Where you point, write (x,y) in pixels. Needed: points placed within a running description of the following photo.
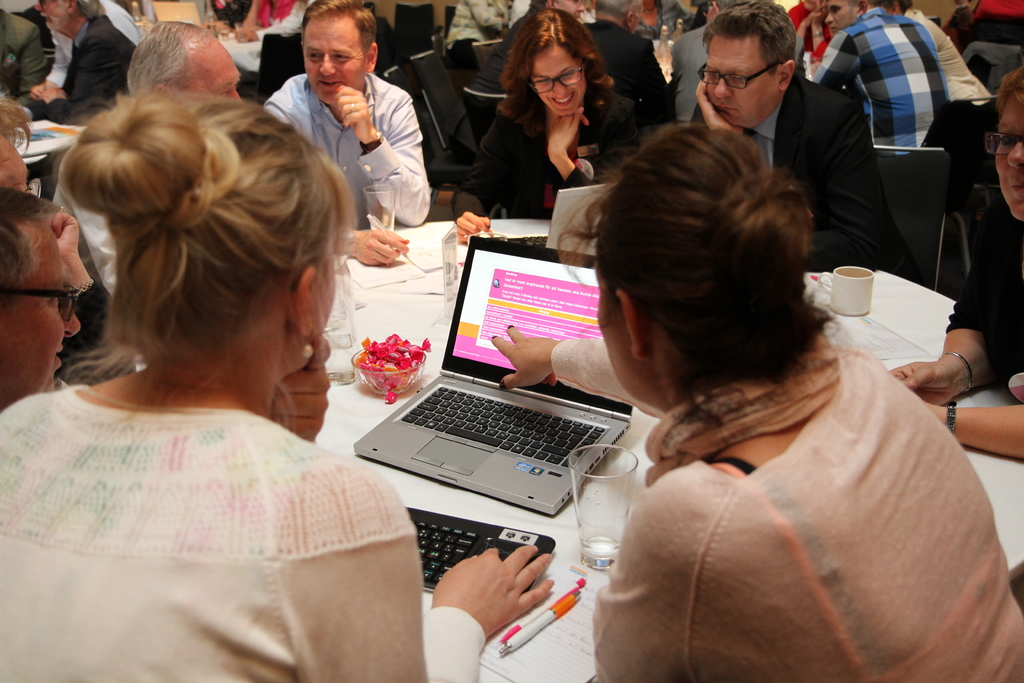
In the picture I can see a group of people (255,504) are sitting on chairs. I can also see a table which has laptops (561,403), cups (848,289), a white color cloth (408,318) covered on it and some other objects (394,345).
